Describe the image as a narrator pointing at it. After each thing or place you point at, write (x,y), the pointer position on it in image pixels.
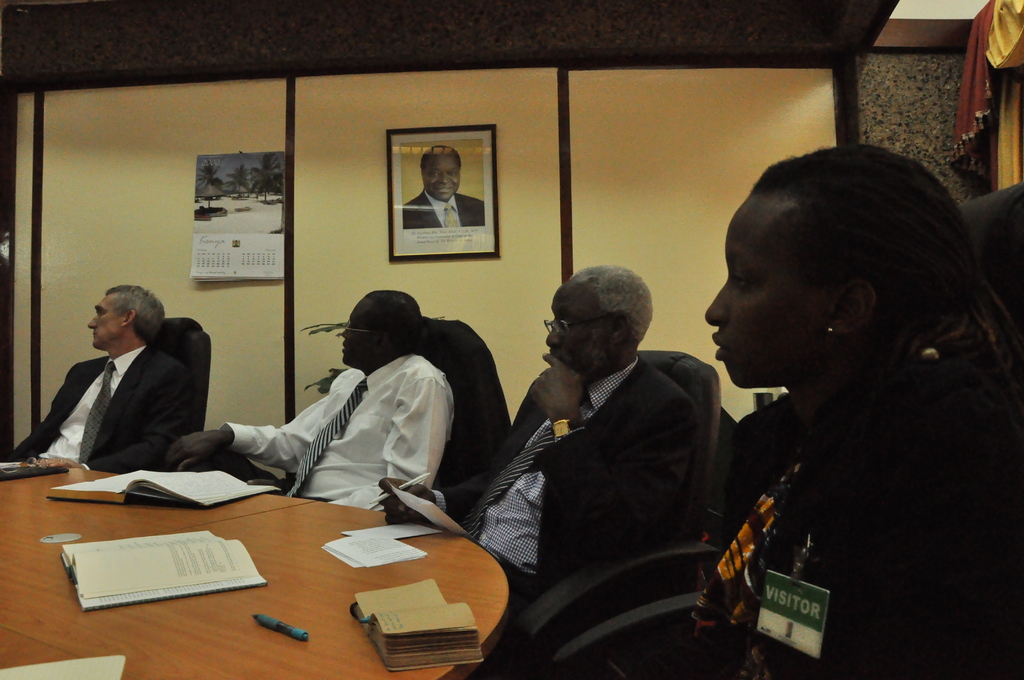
In the foreground of the picture (471,386) there are people (629,463), chairs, books (218,588), table (103,515) and pen (297,631). In the background (466,185) there are frame (451,185) and calendar (221,253). On the right (1004,84) there is a curtain (1000,110).
